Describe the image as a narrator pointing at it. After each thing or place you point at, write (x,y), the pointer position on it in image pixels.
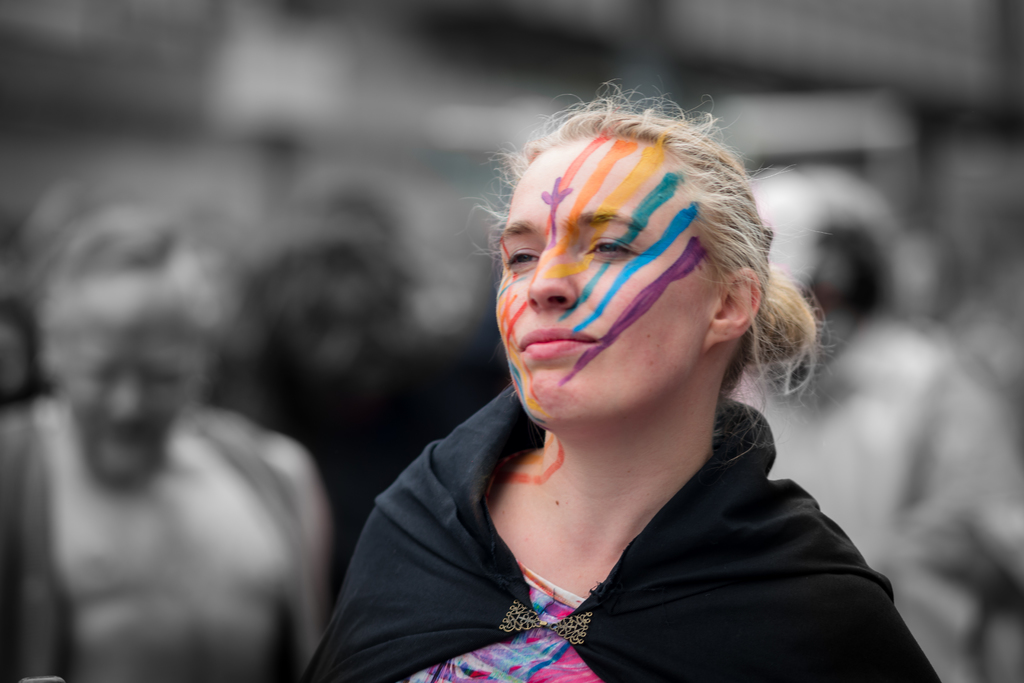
In this image I can see a woman (629,467) is there, she wore black color cloth (516,585), there are colors (610,169) on her face (596,295). On the left side (187,555) there is another person (180,543) in black and white image.
